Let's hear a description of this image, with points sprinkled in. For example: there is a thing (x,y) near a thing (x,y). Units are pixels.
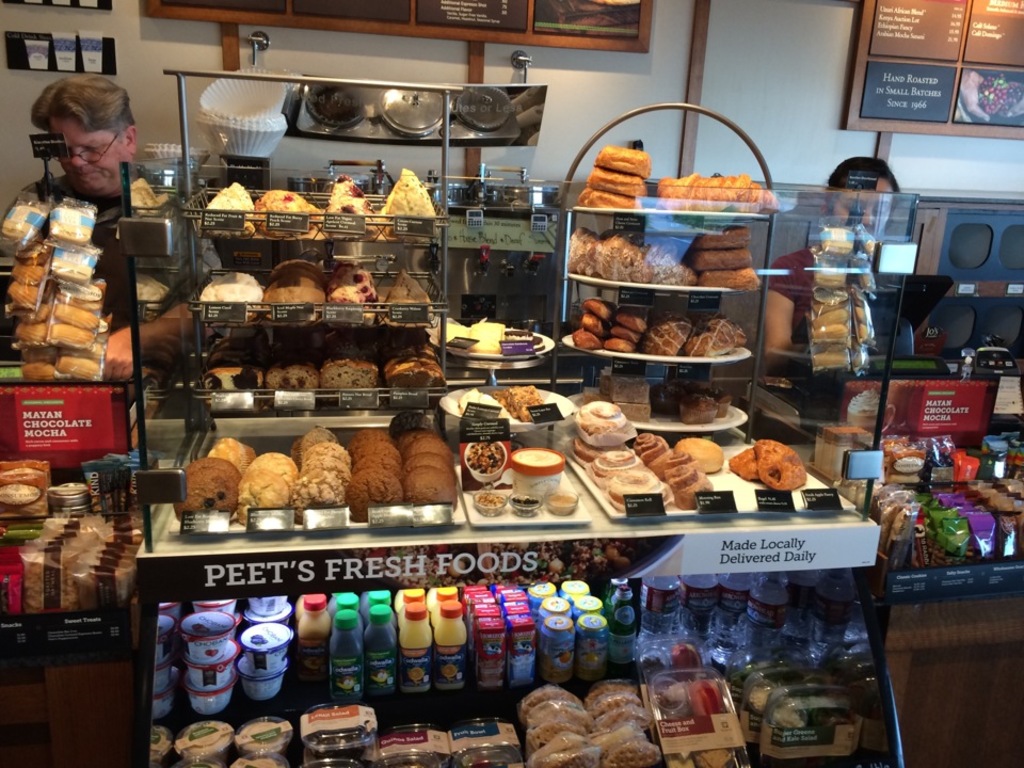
In this picture there are few eatables (444,499) placed on a stand (436,702) and there are few other eatables (898,473) placed on either sides of it and there are two persons (884,174) standing behind it and there are some other objects (430,3) in the background (455,112).
